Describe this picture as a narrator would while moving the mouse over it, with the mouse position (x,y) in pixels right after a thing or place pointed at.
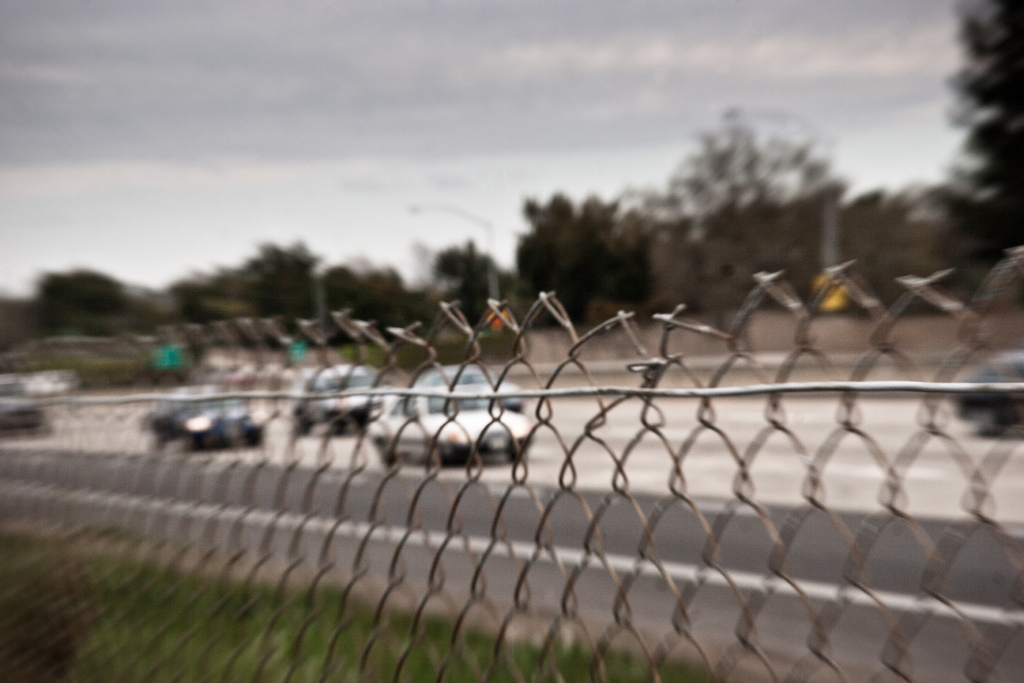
In this image I can see the fence (407,537) and the grass (230,615). To the side I can see the vehicles (246,411) on the road (584,517). In the background (720,279) there are many trees (705,280), poles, clouds (439,98) and the sky (309,71).
